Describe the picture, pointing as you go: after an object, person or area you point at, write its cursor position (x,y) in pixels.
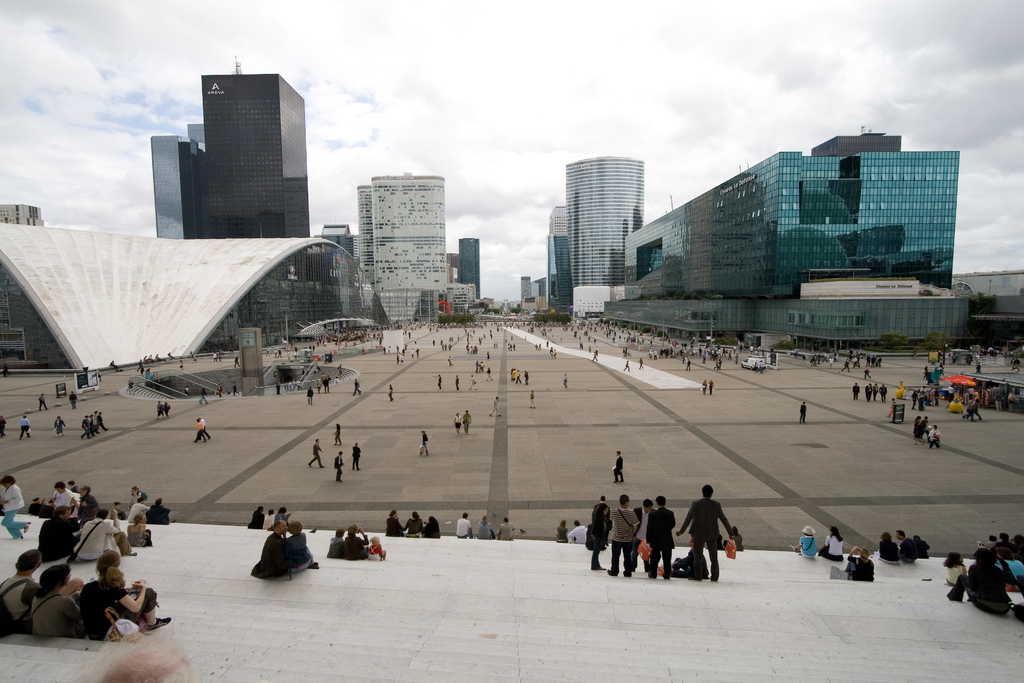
This image is taken outdoors. At the top of the image (143,110) there is the sky (465,143) with clouds (509,141). At the bottom of the image (439,640) there are a few stairs (720,637). In the background (427,296) there are a few buildings (305,228). On the left side of the image (157,276) there is an architecture (165,310). In the middle of the image (356,388) many people (439,387) are walking on the floor (439,351) and a few (935,392) are standing. A few vehicles (752,368) are moving on floor (670,361). Many people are sitting on the stairs (467,539) and a few (654,523) are standing. On the right side of the image (973,382) there is an umbrella (973,382).
